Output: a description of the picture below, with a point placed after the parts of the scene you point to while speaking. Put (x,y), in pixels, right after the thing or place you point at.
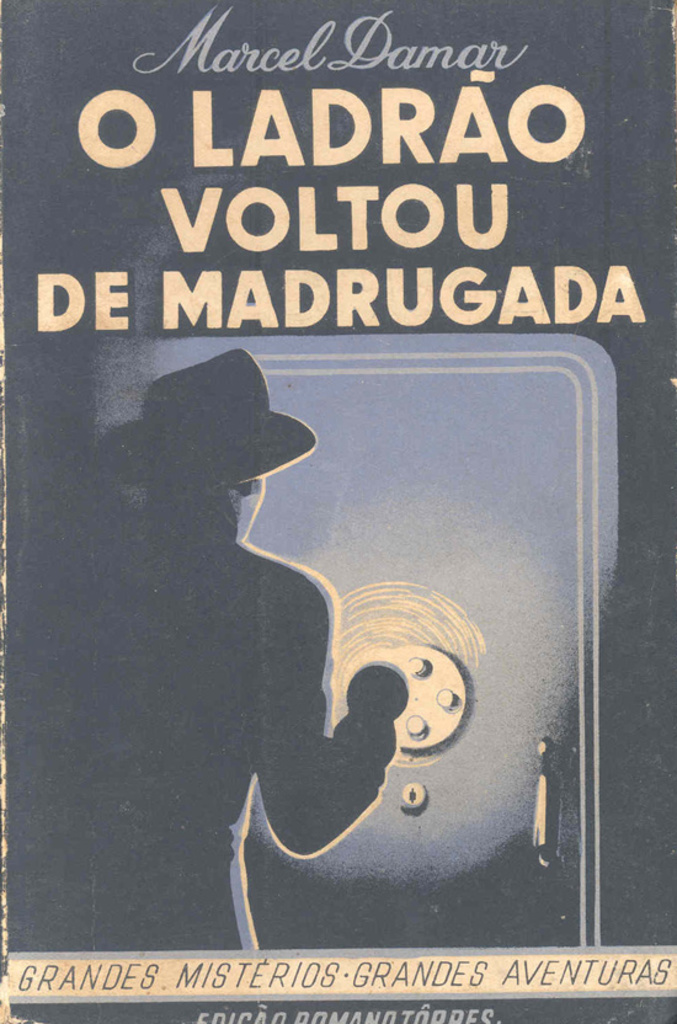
In this image we can see the cover page (357,211) of a book (237,268) in which there is a person (189,728) wearing hat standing near the door (338,509) and we can see words (102,976).
